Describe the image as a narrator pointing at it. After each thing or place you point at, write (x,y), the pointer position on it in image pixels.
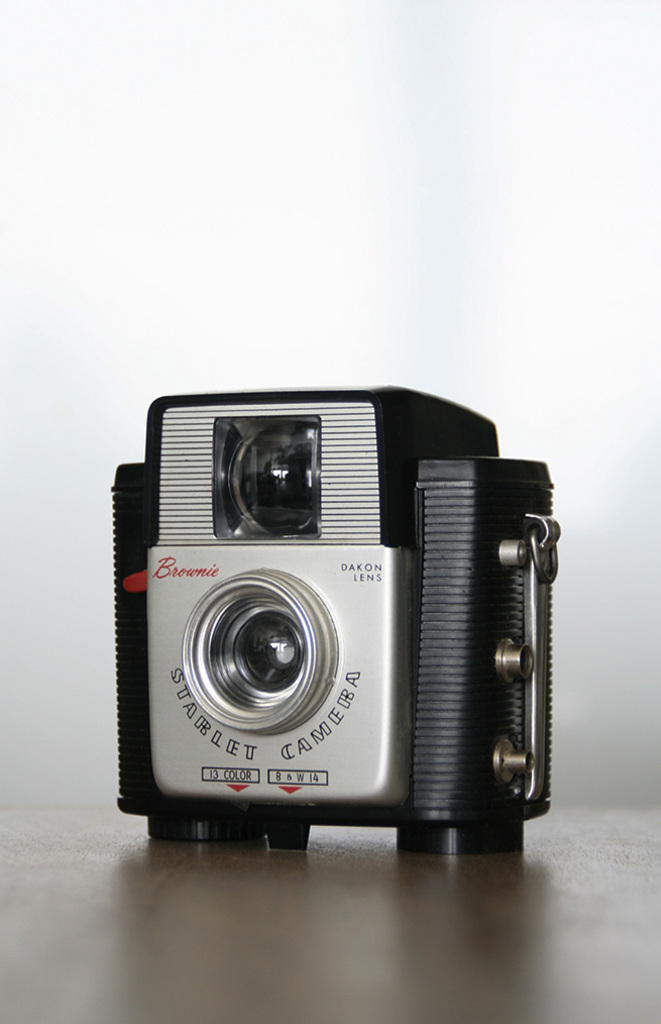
In this picture we can see a camera (332,707) on the surface (206,999).
